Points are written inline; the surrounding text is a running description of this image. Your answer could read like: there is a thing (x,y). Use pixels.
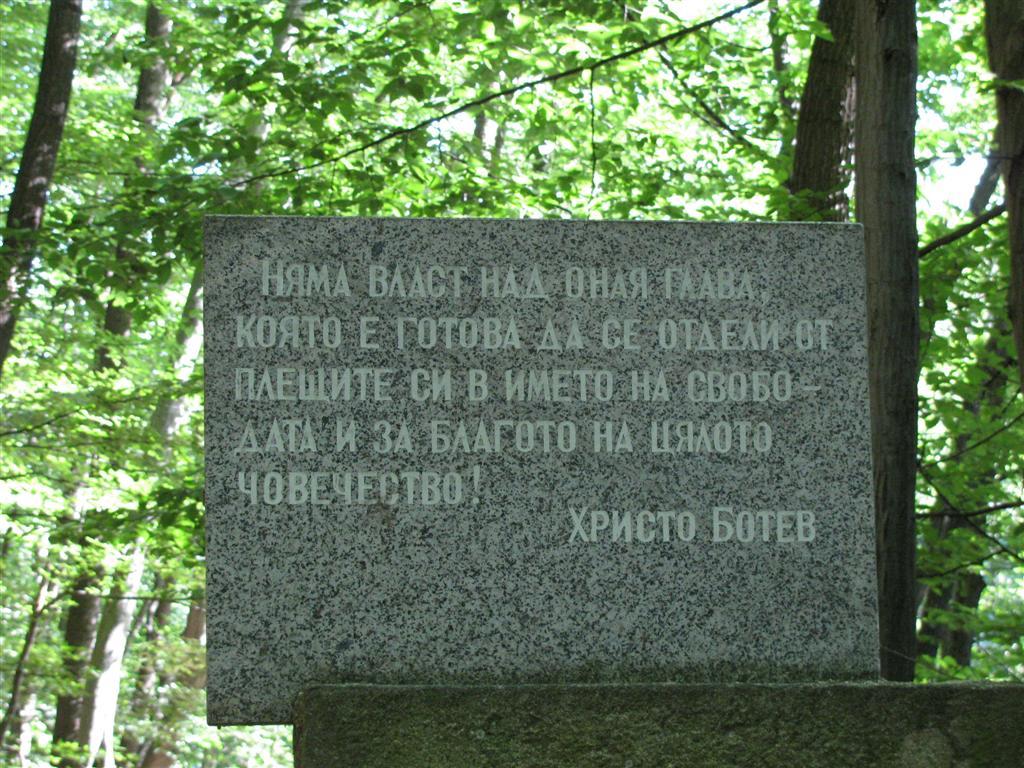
In the foreground of this image (220,652), there is some text (756,437) on the stone (825,650) and in the background (919,244), there are trees (438,88).
